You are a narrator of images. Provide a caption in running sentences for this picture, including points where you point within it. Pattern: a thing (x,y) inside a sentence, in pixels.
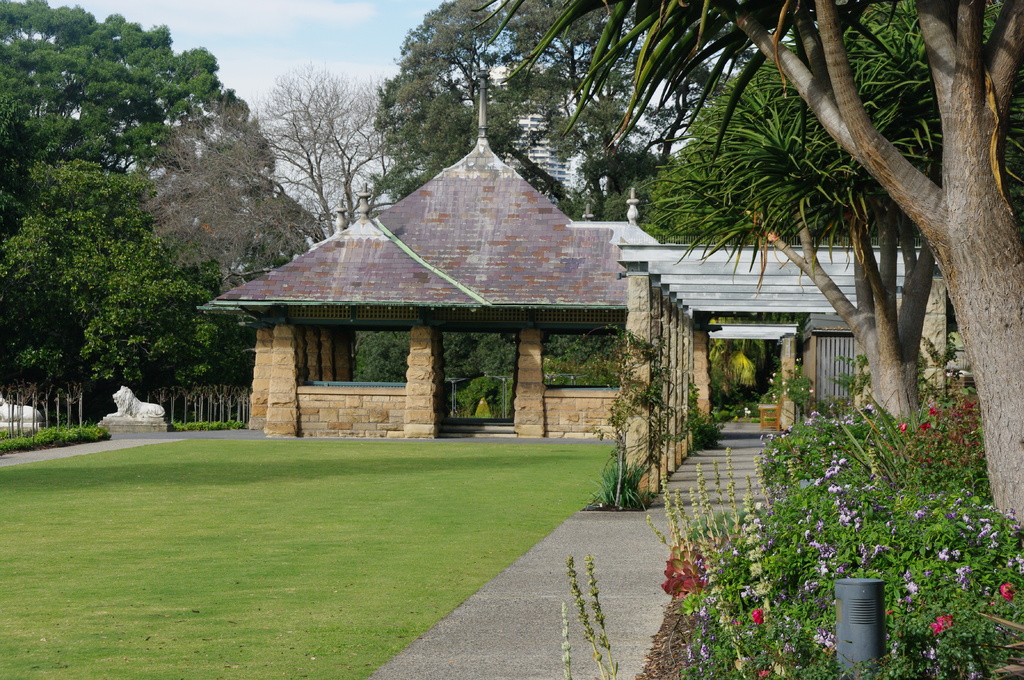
In the right bottom of the picture (808,564), we see the plants (794,579) which have flowers (939,622) and these flowers (951,626) are in white and red color. In between the plants (877,572), we see a pole (858,621). There are trees (903,291) on the right side (931,258). At the bottom of the picture (370,541), we see the road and the grass (225,558). In the middle of the picture (480,245), we see a cottage (412,275) like. Beside that, there are pillars (654,322). On the left side (135,396), we see the statue (131,409) of the lion (115,402). There are trees (245,215) in the background (345,152). At the top (288,38), we see the sky (335,38).
